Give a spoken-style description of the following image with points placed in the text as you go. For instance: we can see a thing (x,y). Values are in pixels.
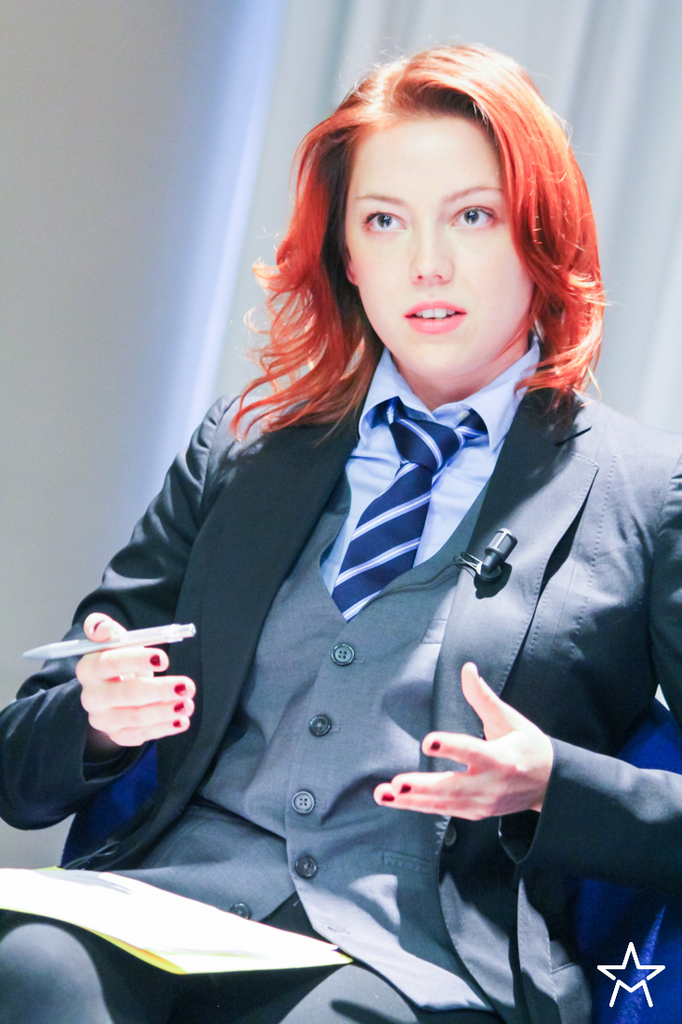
In this picture we can see a woman (309,761) sitting on the chair (639,760). She is holding a pen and kept papers (121,900) on her lap (265,919). There is a wall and a white curtain (603,194) in the background (274,225).
